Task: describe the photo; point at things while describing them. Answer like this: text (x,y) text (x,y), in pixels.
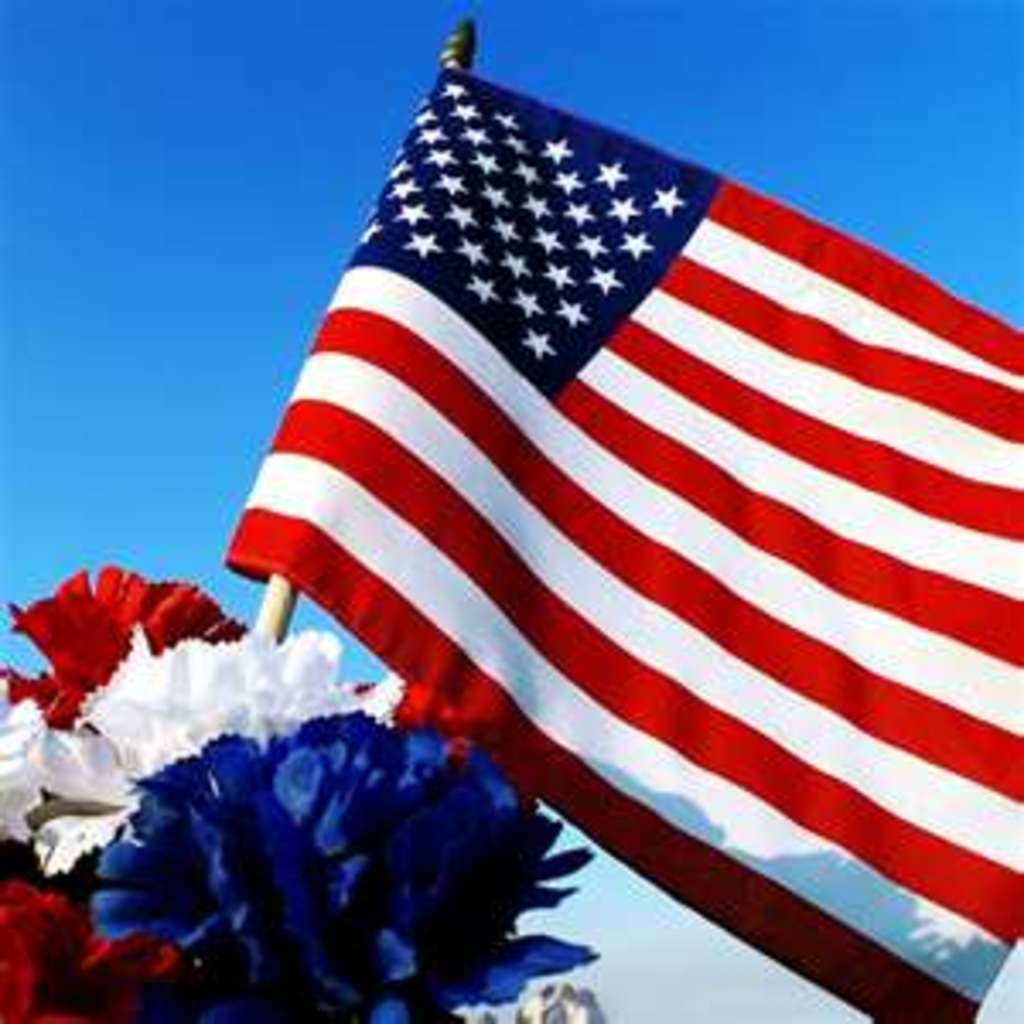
This image consists of a flag (663,548) along with flowers (227,767). In the background (145,252), there is a sky (222,264).
